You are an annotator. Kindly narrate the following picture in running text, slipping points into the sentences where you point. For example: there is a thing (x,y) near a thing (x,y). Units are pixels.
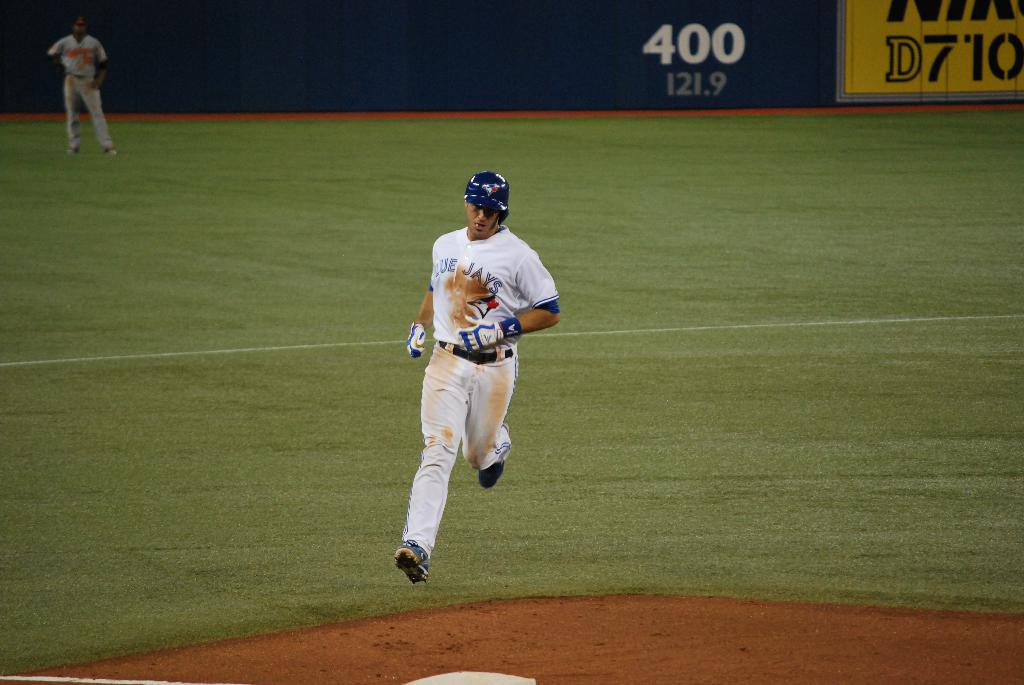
In this picture we can see a man (495,218) running. This is a playground (644,232). In the background (664,68) we can see board (916,68) and a person (81,42) standing.
